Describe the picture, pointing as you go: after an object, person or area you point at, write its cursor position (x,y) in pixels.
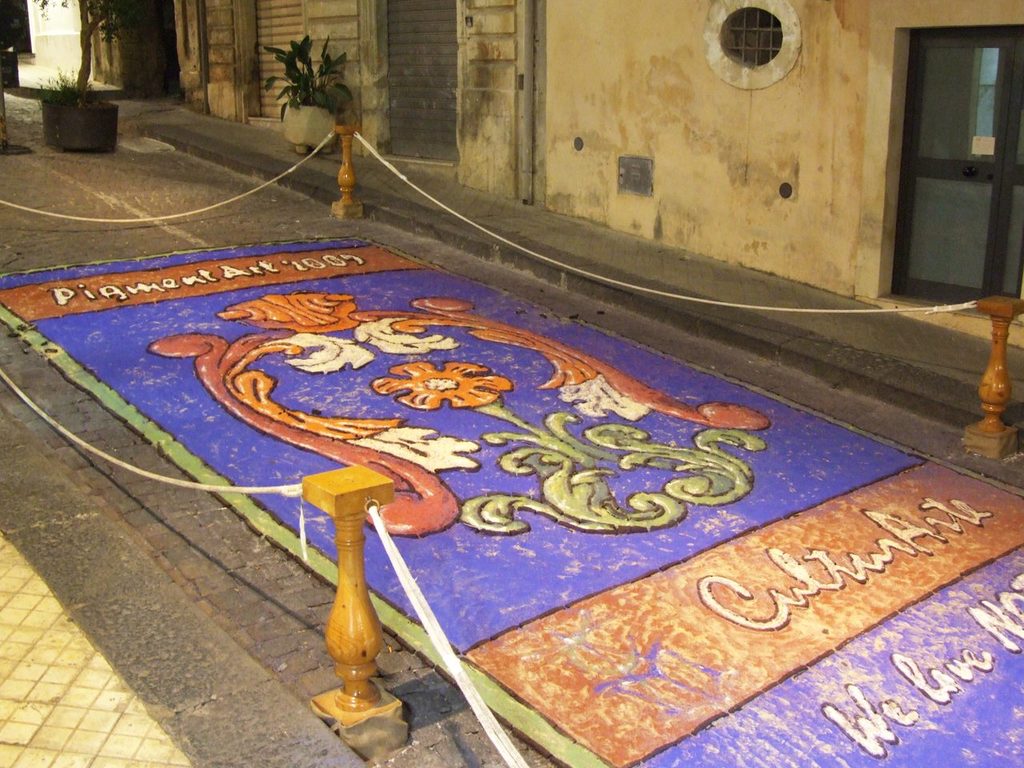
In this image we can see a painting (602,631) on the ground (326,521) with some poles (373,638) and ropes (660,294). In the background (729,130), we can see a building (736,255) with window (754,58) and door (925,135) and some plants (325,97) are placed on the ground (180,133).
